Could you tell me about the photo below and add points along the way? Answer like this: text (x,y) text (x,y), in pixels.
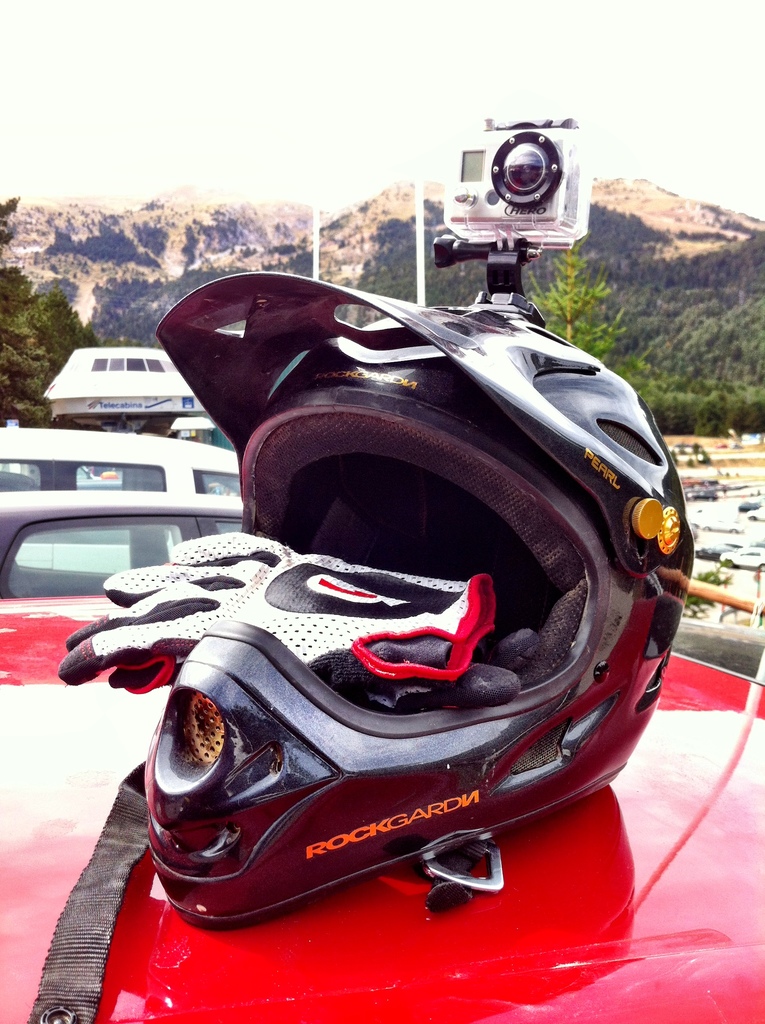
In this image I can see a helmet (232,708) and a pair of gloves (316,666). There is a camera (576,185) on top of the helmet (486,333). In the background (363,235) I can see mountains (720,339).
